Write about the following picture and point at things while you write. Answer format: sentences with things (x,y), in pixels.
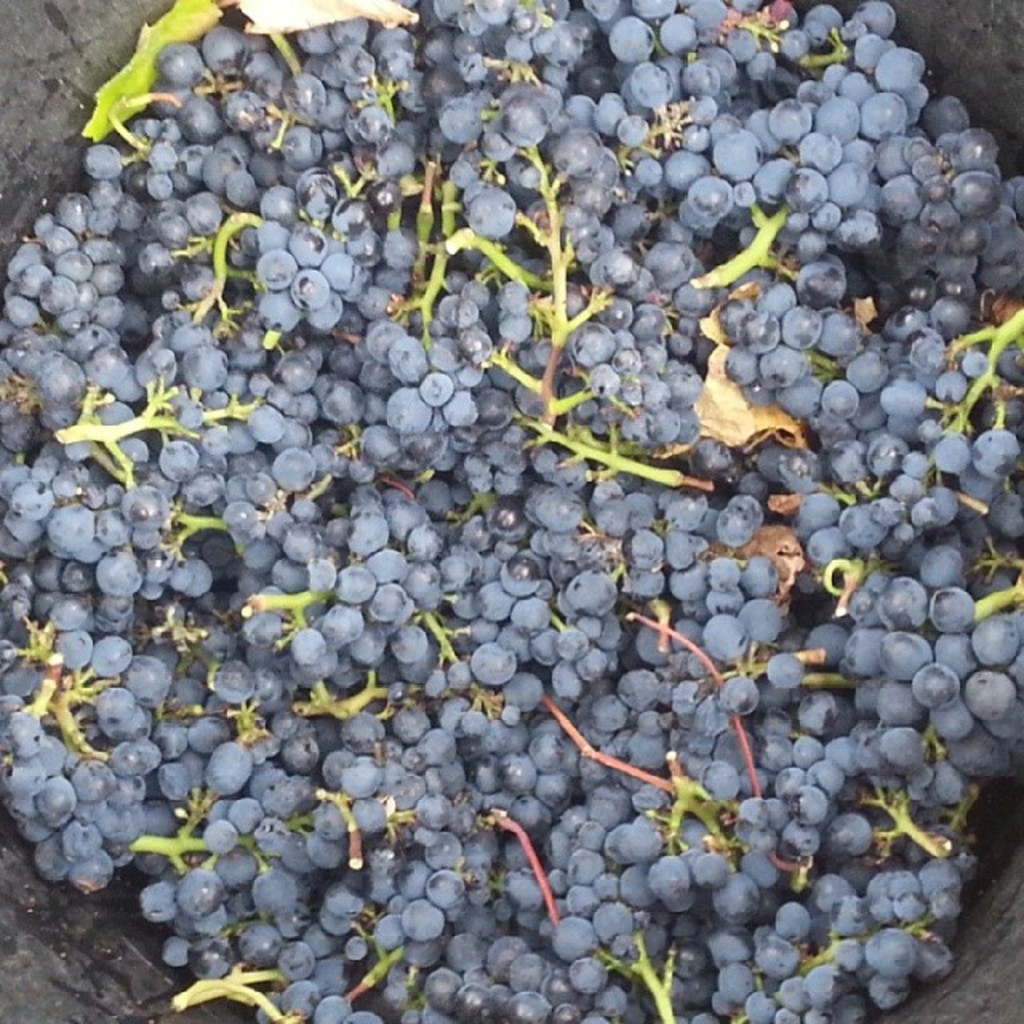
In this picture we can see there are bunches of grapes (169,487) in an object (112,15).
